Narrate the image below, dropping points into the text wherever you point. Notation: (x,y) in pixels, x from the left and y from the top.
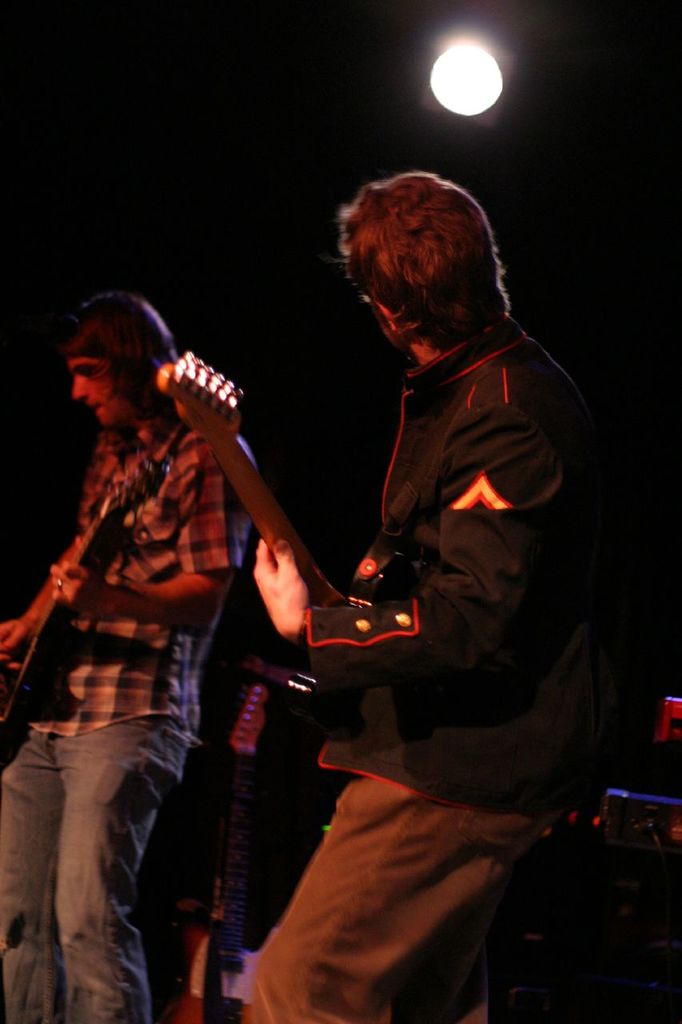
In this picture we can see two persons (407,320) are playing guitar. And this is light (469,65).
